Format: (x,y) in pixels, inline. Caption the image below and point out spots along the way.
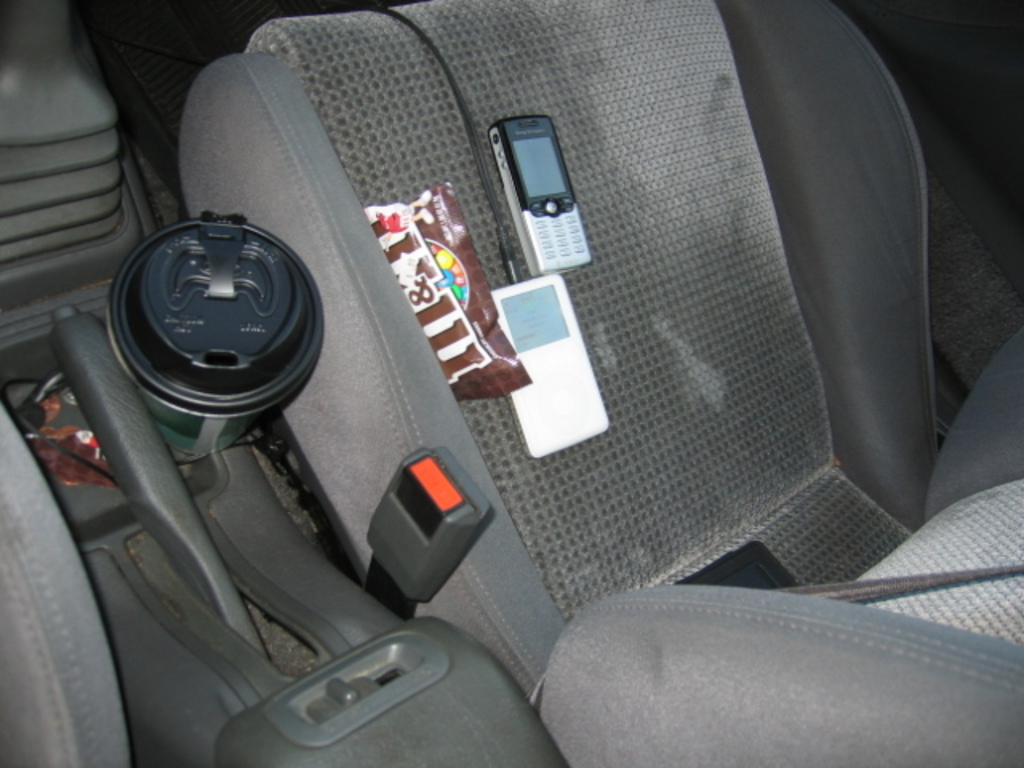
Here we can see inside of a vehicle (130,546), we can see mobile (534,234) and objects (547,377) on the seat (485,424) and we can see gear rod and objects (282,339).
